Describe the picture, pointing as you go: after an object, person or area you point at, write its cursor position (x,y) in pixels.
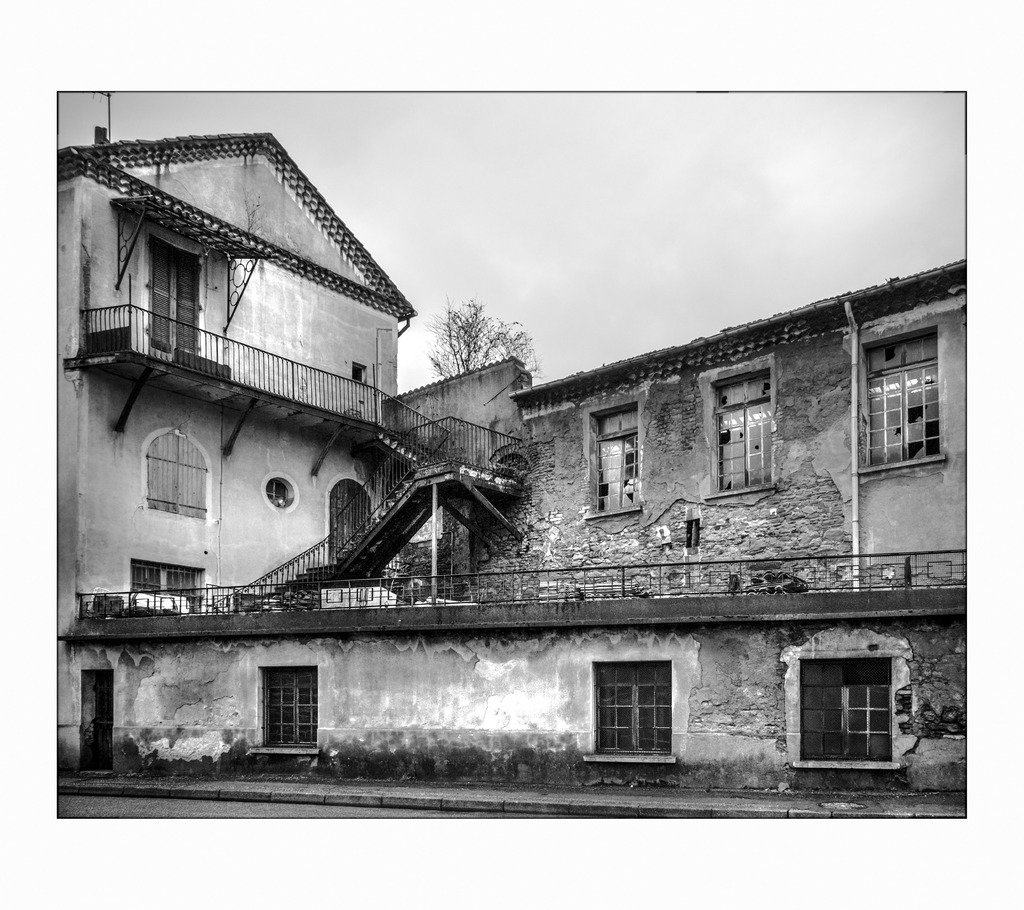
This is a black and white picture, we can see a building (421,534), there are some windows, doors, fence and a tree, in the background (552,225) we can see the sky (787,259).
